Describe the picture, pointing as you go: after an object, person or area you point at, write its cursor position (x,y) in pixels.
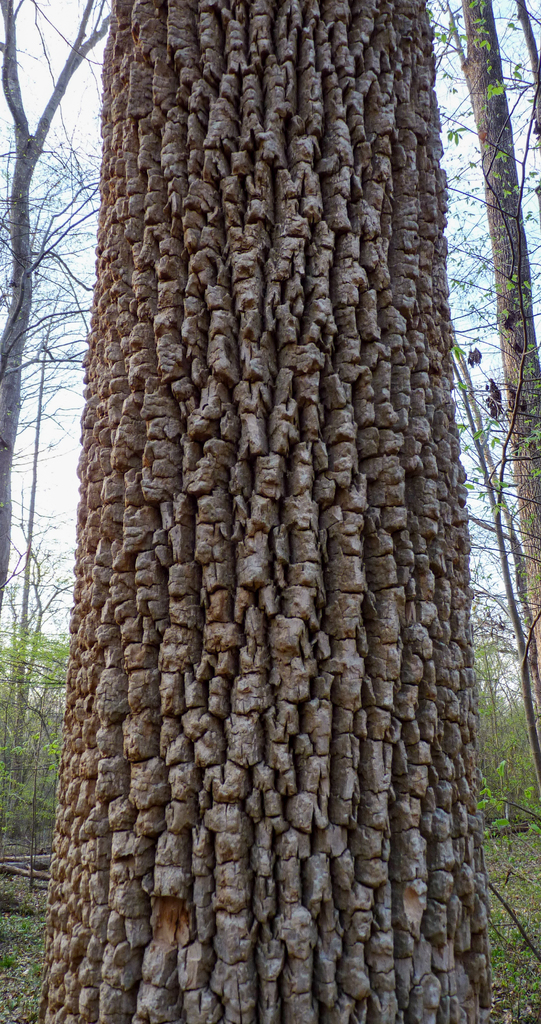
In this image, we can see the ground (508,899). We can see some plants (511,792). There are a few trees (162,164). Among them, we can see the trunk (129,507) of a tree (97,642). We can also see the sky (51,280). We can see some grass (540,873).
